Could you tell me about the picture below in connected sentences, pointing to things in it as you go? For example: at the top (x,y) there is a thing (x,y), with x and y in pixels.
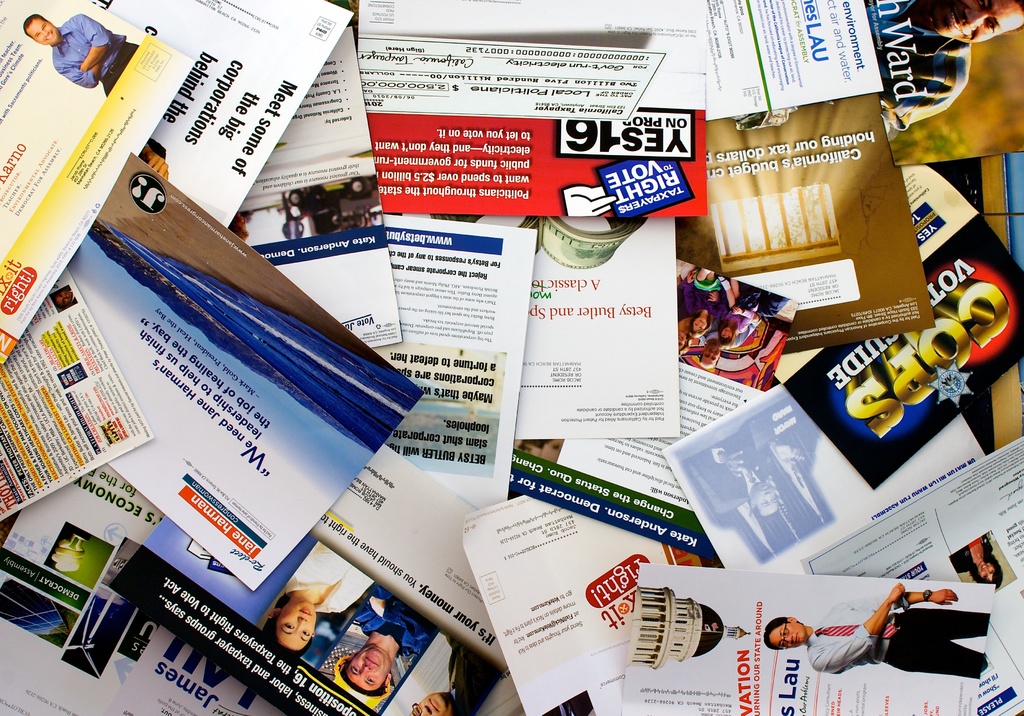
In this image, I think these are the pamphlets (335,257), which are one upon the other. I can see the pictures (793,512), letters (452,162), logos (664,197) on the pamphlets (585,511).
